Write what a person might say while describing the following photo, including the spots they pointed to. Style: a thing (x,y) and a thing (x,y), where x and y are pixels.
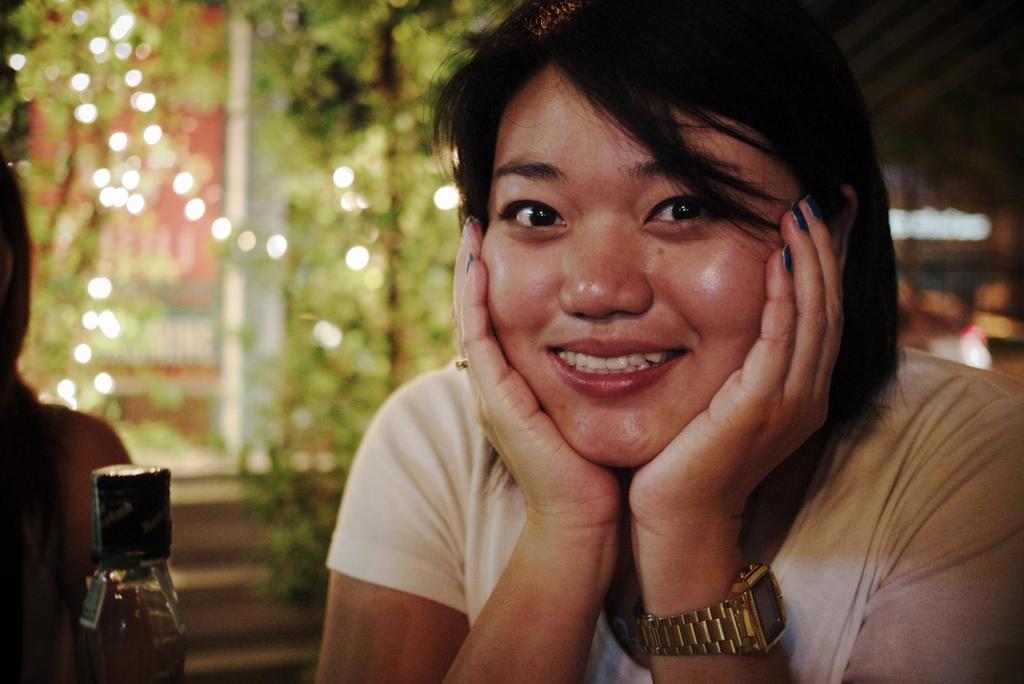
A woman (539,43) is there in this picture smiling. She is wearing a watch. There is a person (65,512) at the left side of the image (71,495) and bottle (124,484) at the bottom of image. Background (181,5) there are few plants (212,26).
